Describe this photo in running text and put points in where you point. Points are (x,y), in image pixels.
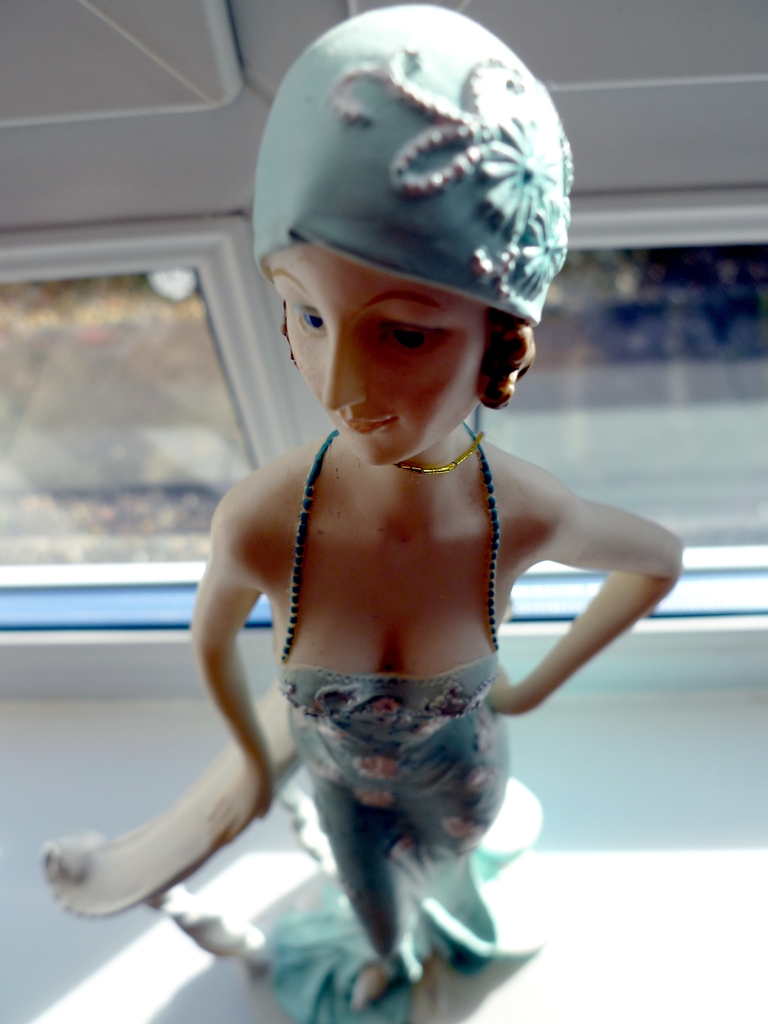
In this picture there is a doll (394,625). The background (132,128) is blurred.
